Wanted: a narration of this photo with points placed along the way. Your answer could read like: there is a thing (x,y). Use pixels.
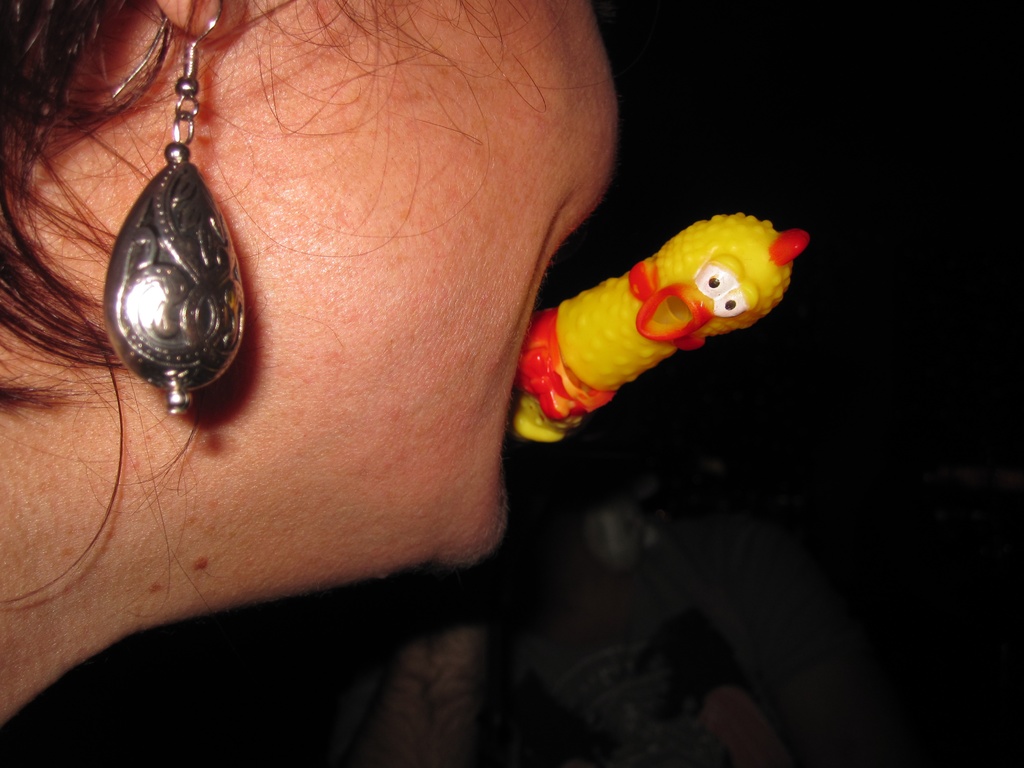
In the picture there is a person (67,466) catching a toy (605,337) with the mouth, there is an earring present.
